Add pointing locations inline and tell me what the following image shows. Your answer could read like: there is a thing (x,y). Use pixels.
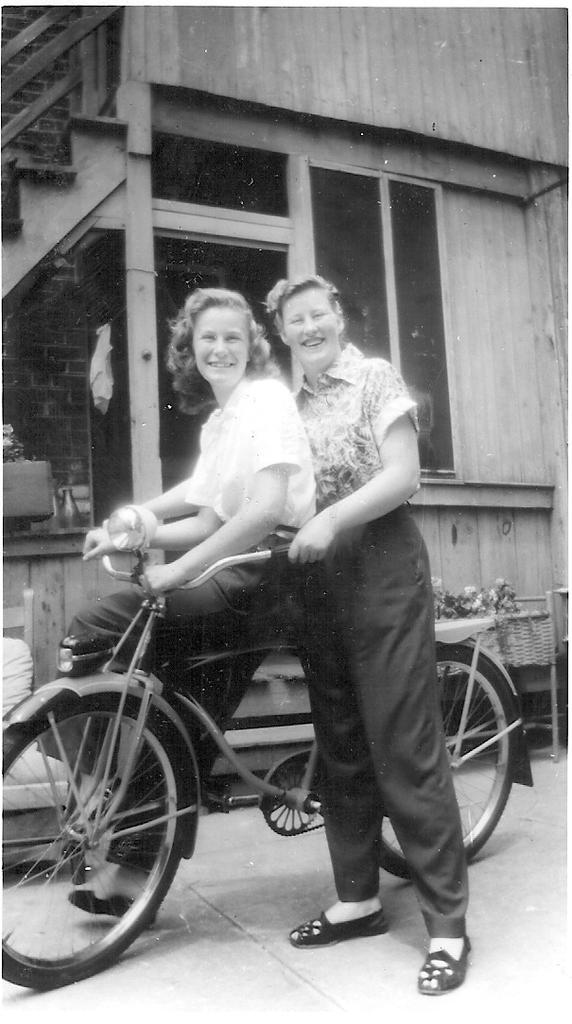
In this picture we can see two people (271,595) one is seated on the bicycle (115,714) and one is standing, in the background (451,583) we can see couple of flowers (466,592) and a building (208,109).
